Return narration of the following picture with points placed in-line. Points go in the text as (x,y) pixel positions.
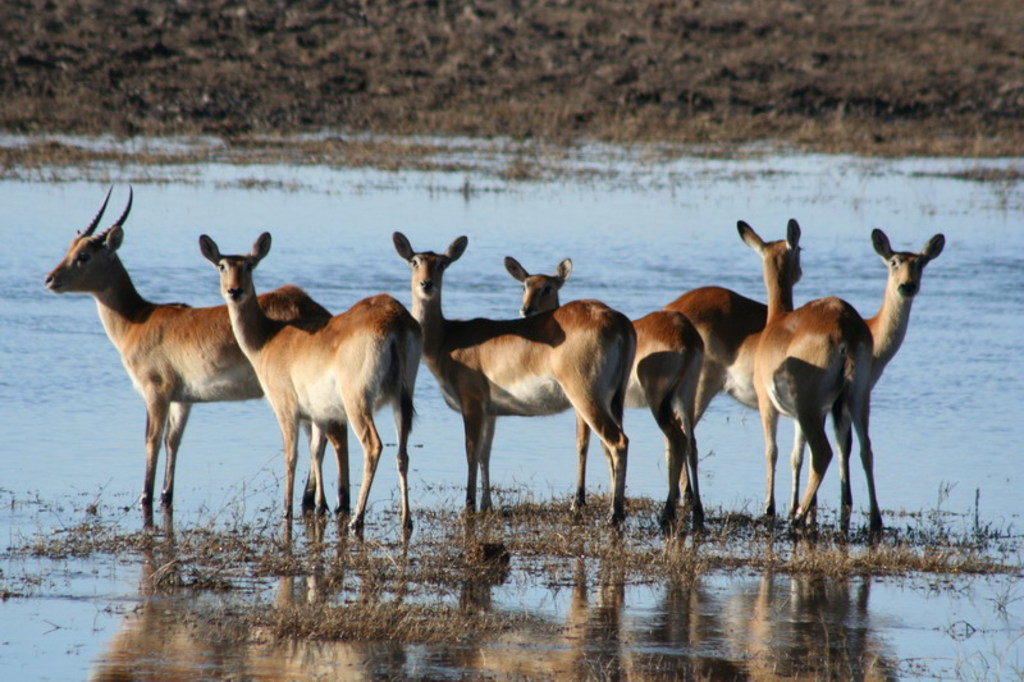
In this image, we can see animals (473,383) in the river (135,401).
